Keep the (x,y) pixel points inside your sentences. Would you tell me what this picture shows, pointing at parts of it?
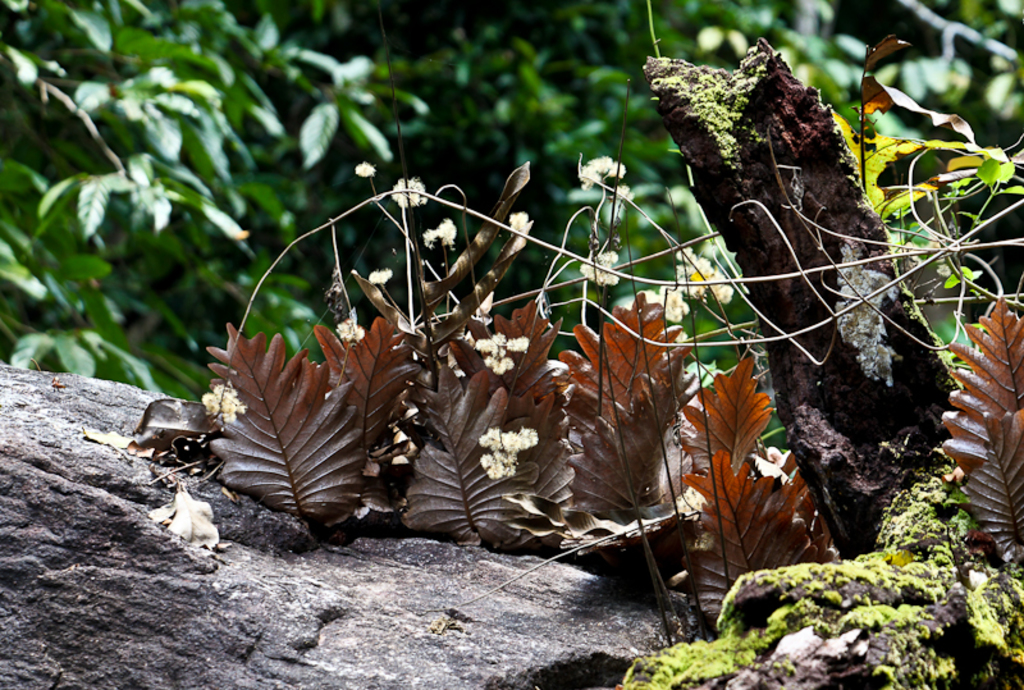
In this image we can see trees (529,48), there are dried leaves (534,388) on a rock (407,566), beside there is a bark (885,330).
